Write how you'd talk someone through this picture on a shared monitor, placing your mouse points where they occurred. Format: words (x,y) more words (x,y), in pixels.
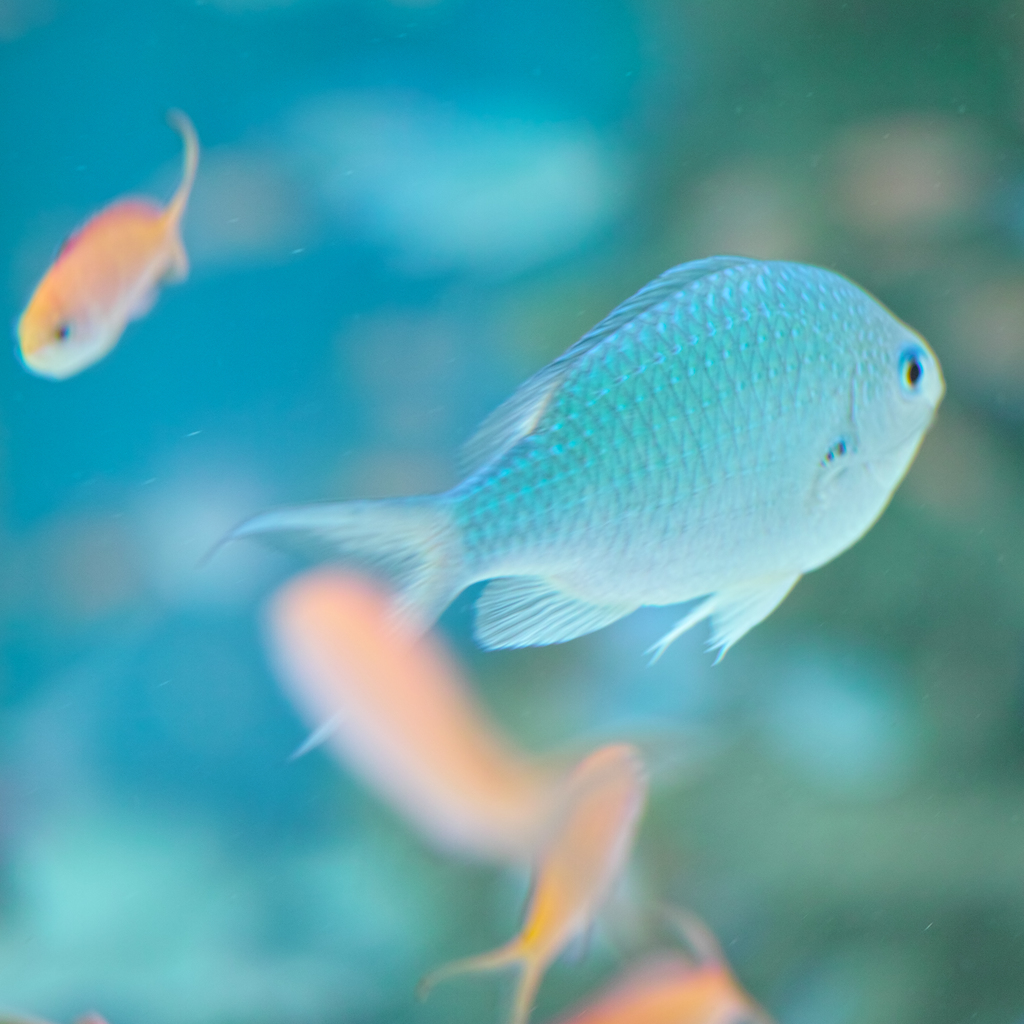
In this picture we can see fishes (695,444) and behind the fishes (577,546) there are blurred things (470,402).
